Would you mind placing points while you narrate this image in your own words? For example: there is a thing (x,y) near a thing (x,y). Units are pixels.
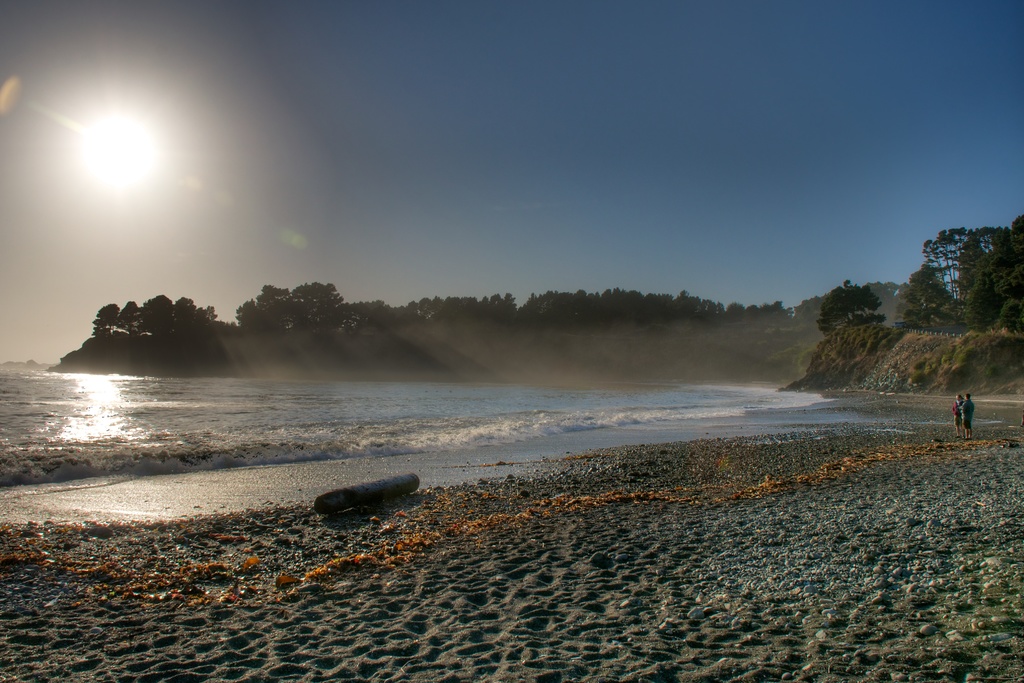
In this image there is the sky (586,160), there is sun (139,142) in the sky (155,75), there are trees (580,321), there are trees (991,294) truncated towards the right of the image (992,279), there is sea (255,429) truncated towards the left of the image (43,411), there are two persons (953,412) standing, there is an object (374,481) on the ground (345,517), there is sand (336,632) truncated towards the bottom of the image (625,588).
